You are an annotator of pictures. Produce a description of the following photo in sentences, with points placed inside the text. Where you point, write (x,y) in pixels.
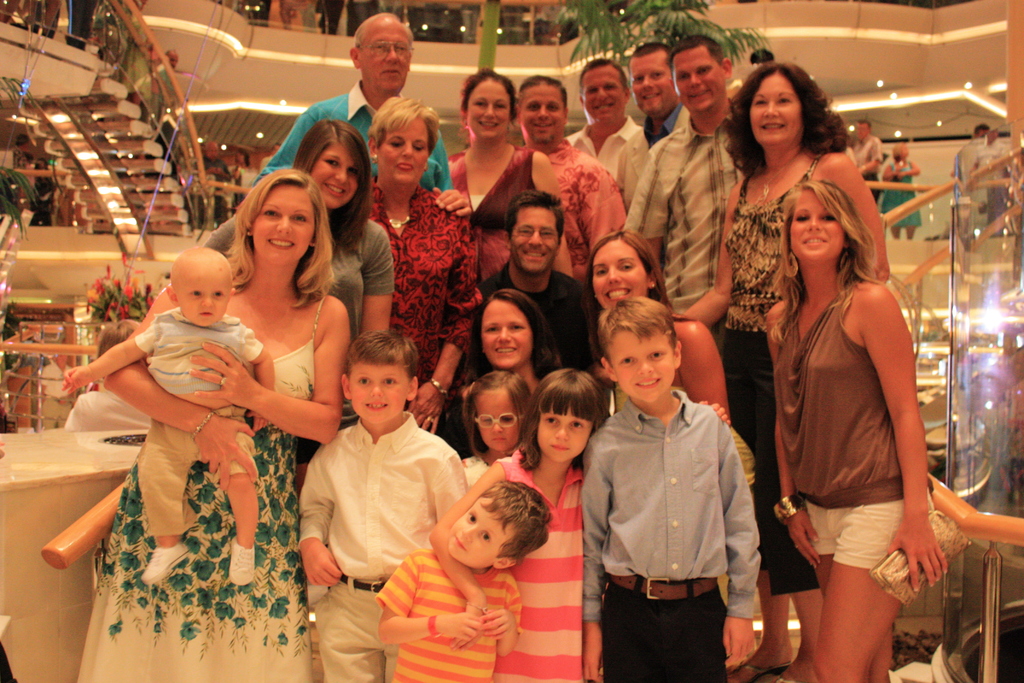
In this image I can see few children (413,511) and number of people (438,340) are standing. I can see smile on their faces (284,231) and here I can see she is holding a baby (150,366). In the background (84,20) I can see few more people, few lights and green colour leaves (602,48).
